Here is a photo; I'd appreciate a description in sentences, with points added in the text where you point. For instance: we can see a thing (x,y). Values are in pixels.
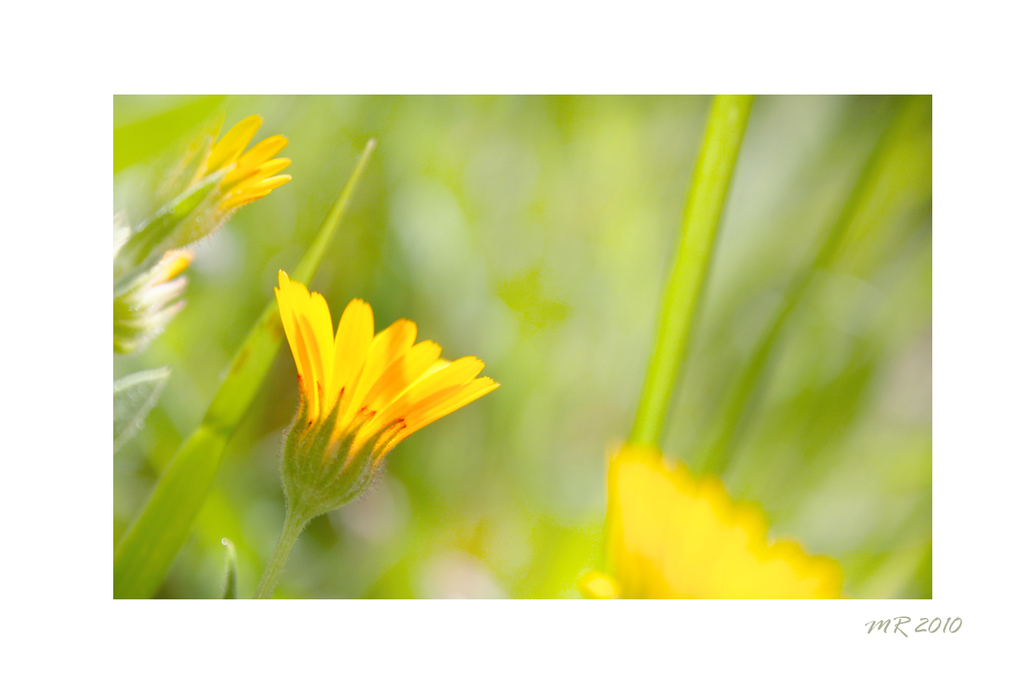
In the image I can see a poster (603,430) in which there are some yellow color flowers (641,521) to the plants (126,316).
